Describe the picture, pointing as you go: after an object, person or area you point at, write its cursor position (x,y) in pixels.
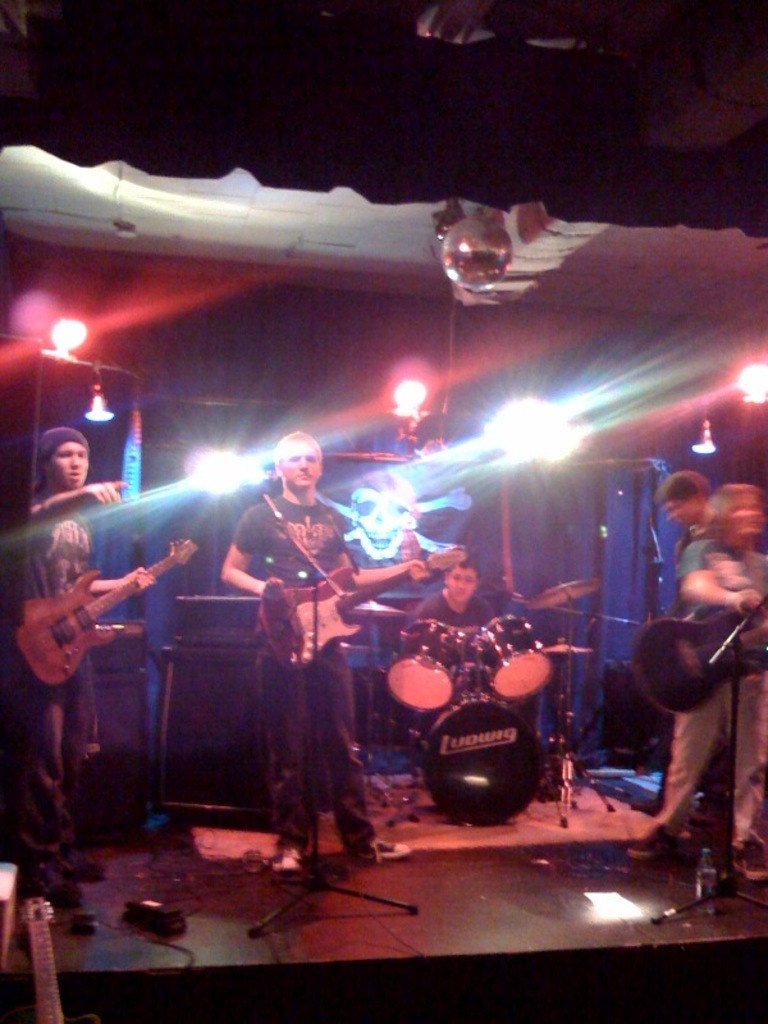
There are group of musicians (303,554) on the stage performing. On the top (58,335) there are lights (508,430). Woman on the right side (716,641) is holding a instrument (695,656). In the center (296,573) man (293,577) is standing and holding a guitar (325,626). At the left side (62,553) man (62,553) is standing and pointing at someone.
